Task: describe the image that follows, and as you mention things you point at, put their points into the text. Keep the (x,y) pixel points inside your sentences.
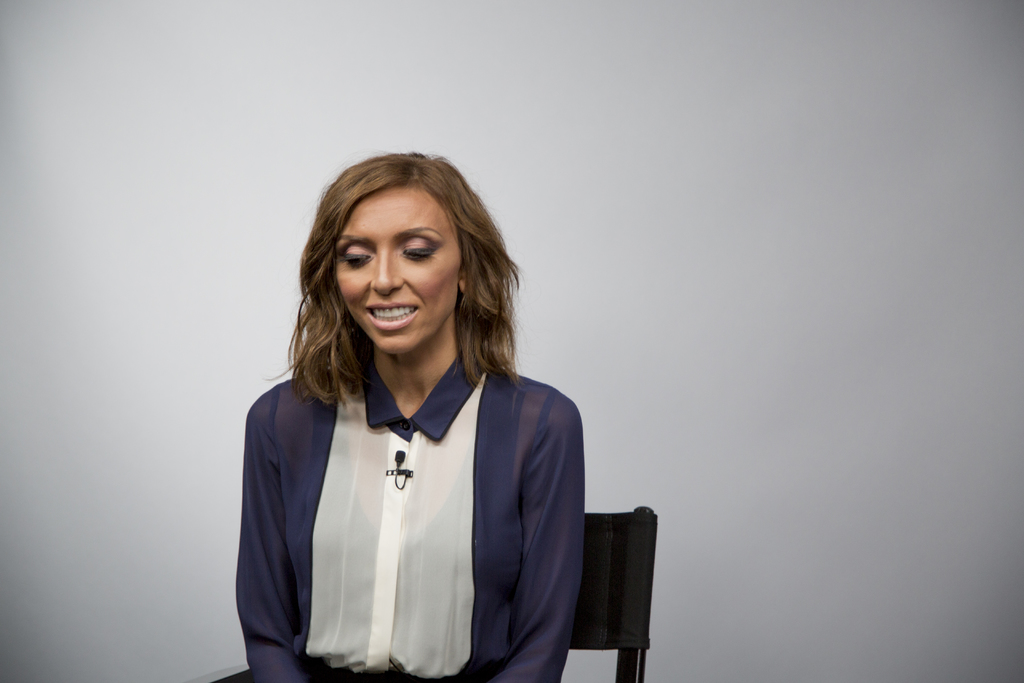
In the foreground of this image (448,403), there is a woman (473,563) sitting on the chair (611,580). Behind her, there is a white surface (282,212).
